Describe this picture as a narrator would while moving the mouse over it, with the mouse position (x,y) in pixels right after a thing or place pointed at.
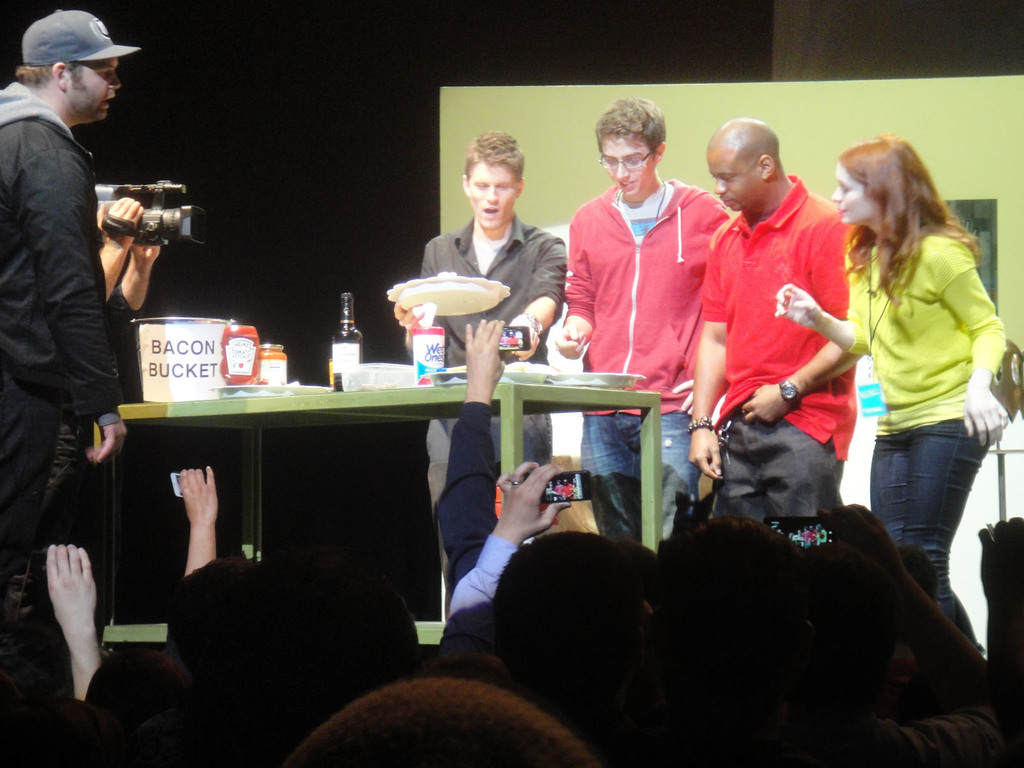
Here we can see few persons (698,542) and they are holding mobiles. This is table (359,392). On the table (220,411) there is a board (159,333), jar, bottle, and plates (552,383). Here we can see a person (115,281) holding a camera (142,243). There is a banner (688,108) and there is a dark background (443,20).
